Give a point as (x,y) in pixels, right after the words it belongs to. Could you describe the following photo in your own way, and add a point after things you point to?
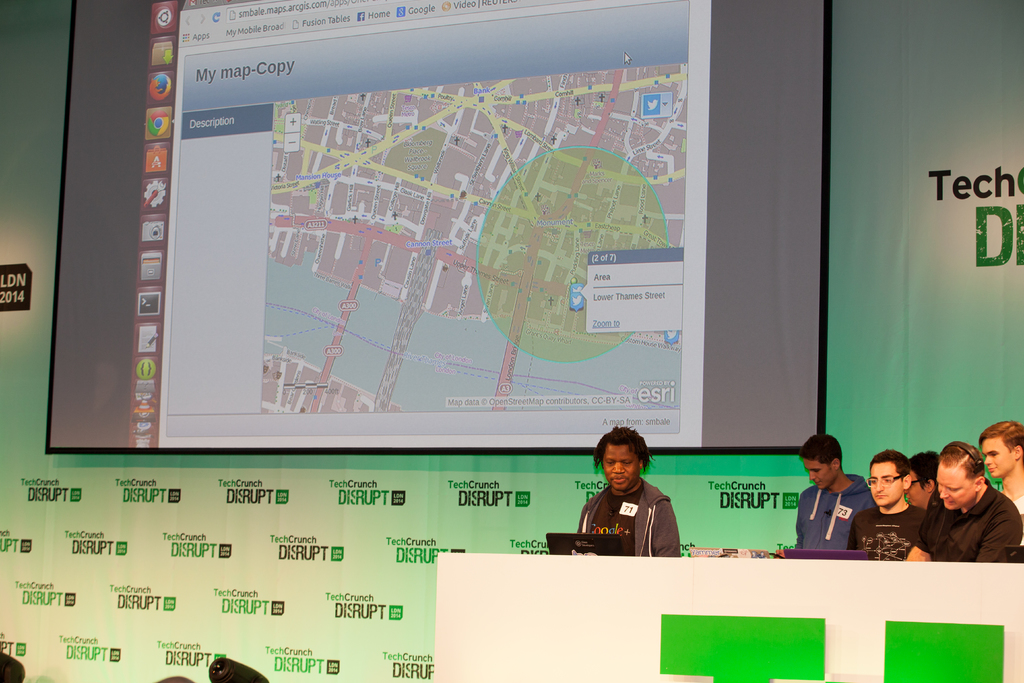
In this image few people (890,488) are standing near the desk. A person (644,496) is watching a laptop (603,549). There is a projector screen (395,196) in the image.
